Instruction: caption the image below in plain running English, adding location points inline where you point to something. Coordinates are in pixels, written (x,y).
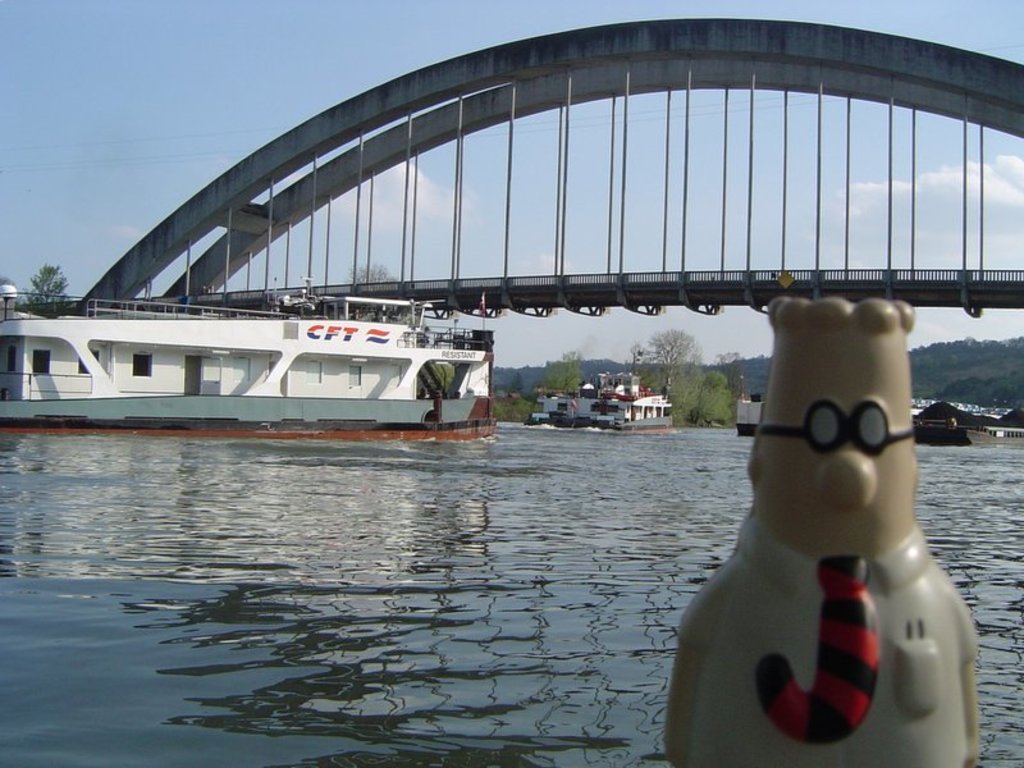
In this picture we can see a sculpture (852,620) and few ships (427,414) on the water (514,531), in the background (604,286) we can see few trees (940,351), clouds (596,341) and a bridge (405,212) over the water (533,531).
